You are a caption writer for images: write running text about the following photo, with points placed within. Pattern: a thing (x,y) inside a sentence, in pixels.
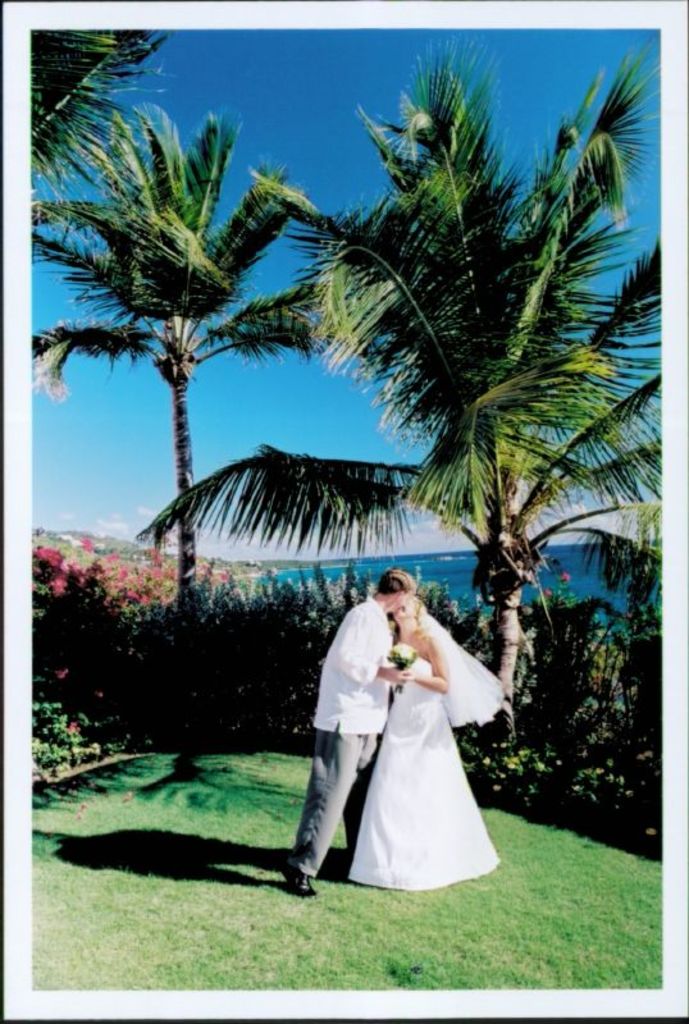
In this image there are couples (374,774), they are kissing in the background (522,618) there are plants (440,614) trees (474,541) and a sea (322,569) and there is a blue sky (236,182).
